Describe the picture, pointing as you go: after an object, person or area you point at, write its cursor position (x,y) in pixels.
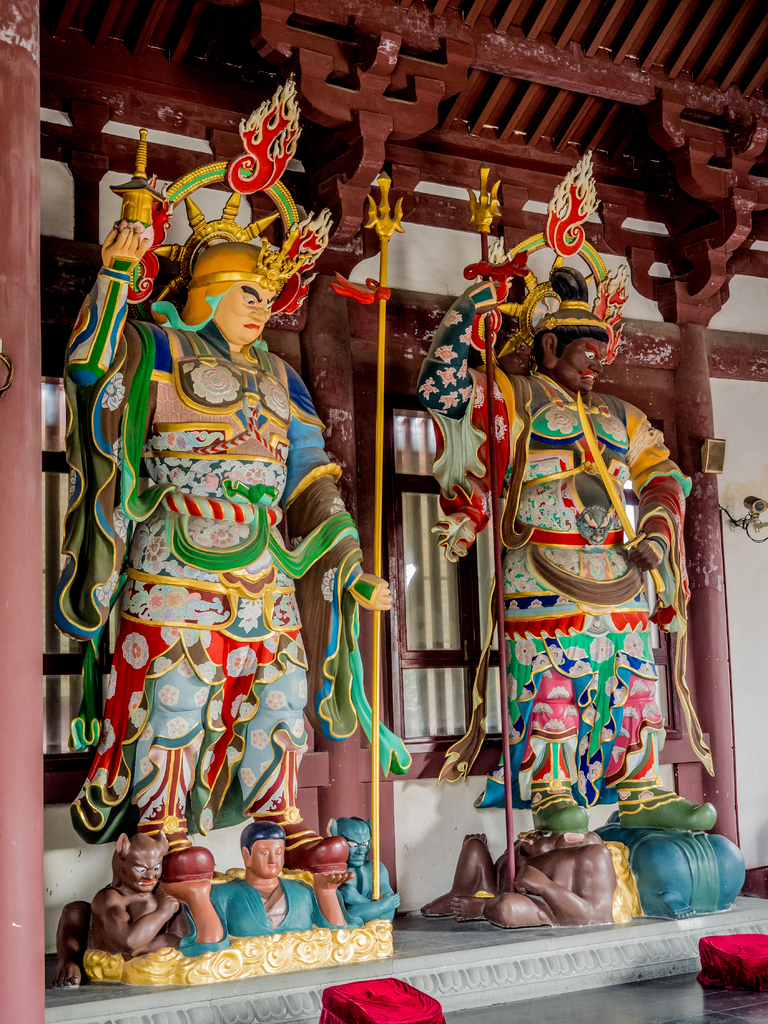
We can see statues (581,848) and pillars (714,758). Behind statues (338,929) we can see wall (436,231) and windows (427,534).
